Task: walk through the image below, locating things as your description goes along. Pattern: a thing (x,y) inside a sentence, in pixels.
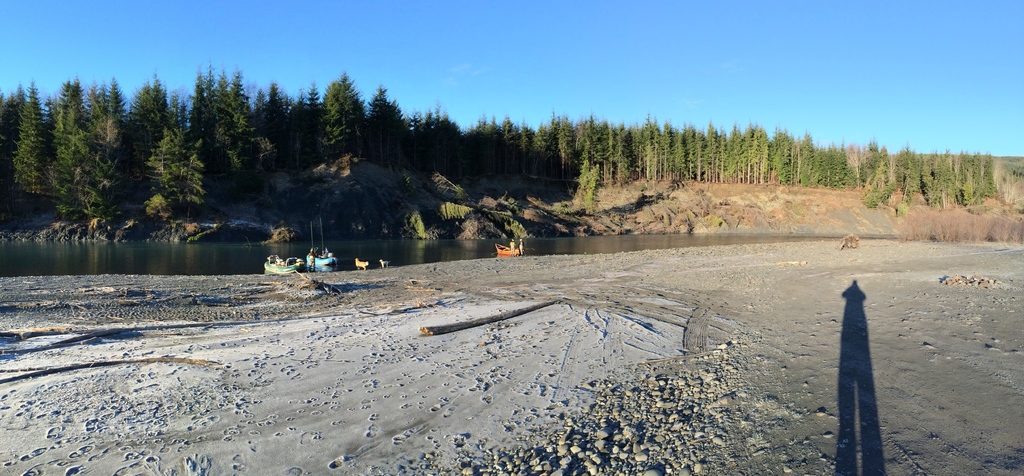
In this picture I can see some boats (282,262) on the water surface (283,253), side there are some trees (250,185).
